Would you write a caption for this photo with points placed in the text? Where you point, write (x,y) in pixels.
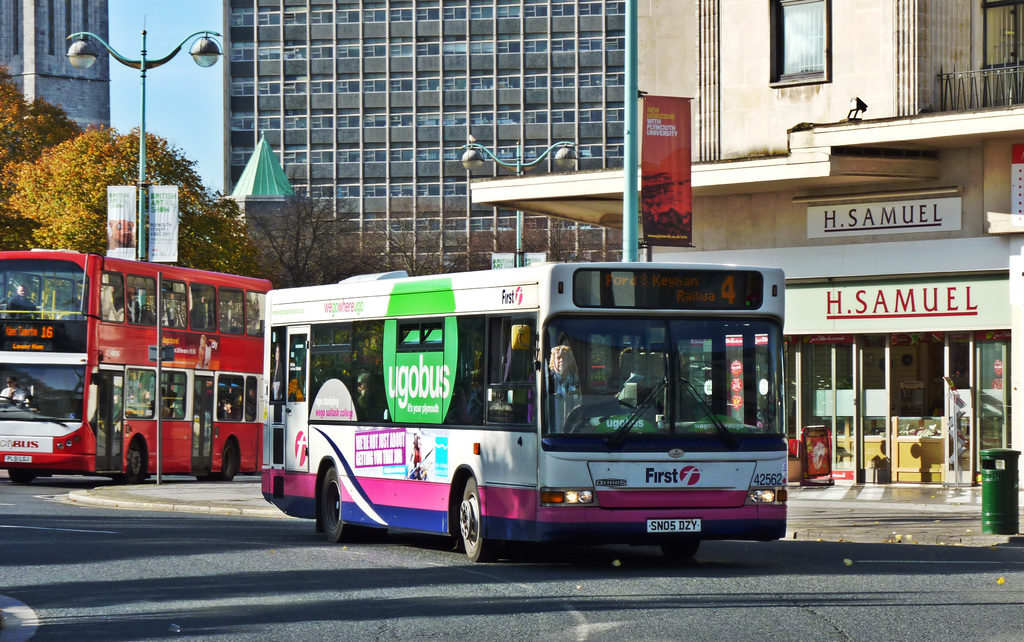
Picture of a city (114,296). Vehicles (228,447) are travelling on road (357,573). Far there are buildings (396,81) with windows (796,34). Pole (214,34) with light (214,61). Banners (159,242) are attached with the pole (144,232). Far there is a tree (63,194) and bare trees (334,268). This is a store (910,423) with door (868,397). In-front of this store (985,371) there is a green color bin (1014,473). This is a double decker bus (180,432).
